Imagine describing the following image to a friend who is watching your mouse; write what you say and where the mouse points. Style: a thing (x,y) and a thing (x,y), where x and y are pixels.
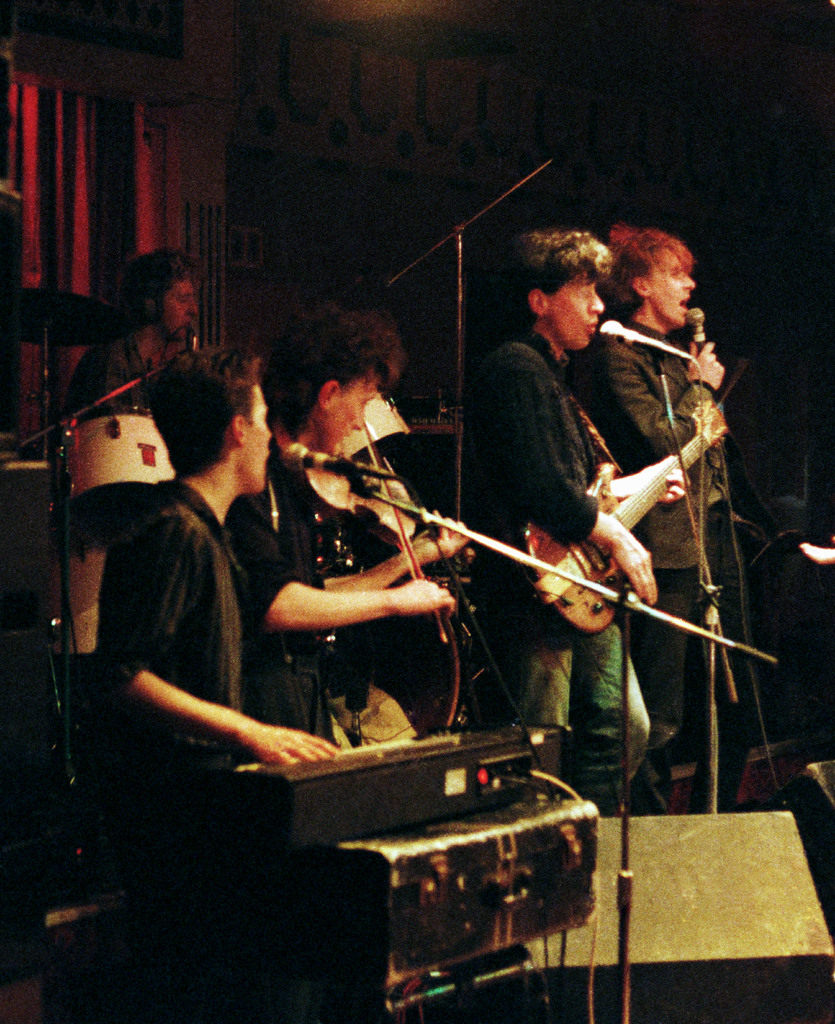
In the picture I can see group of persons (601,660) playing musical instruments (390,428) and there are some microphones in front of them and in the background of the picture (87,225) there is curtain (115,176) and wall (167,108).
